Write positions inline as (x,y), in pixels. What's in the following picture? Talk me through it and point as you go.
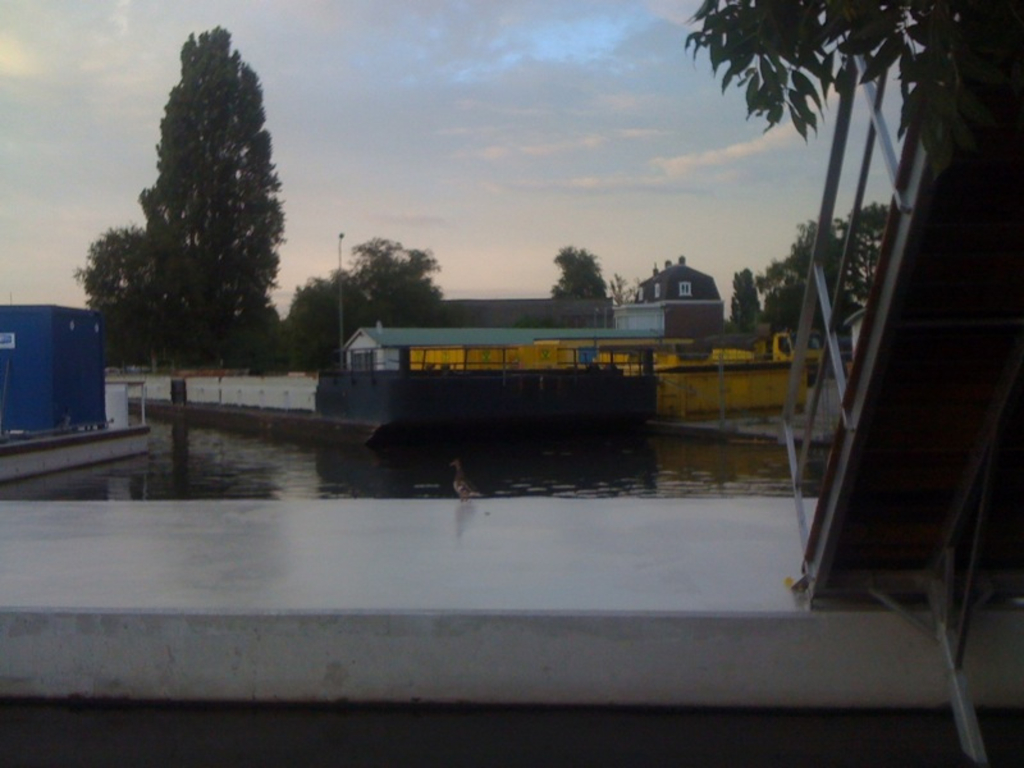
In this image I can see few buildings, poles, trees (244,349), windows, water (422,448), stairs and the sky (567,136).
